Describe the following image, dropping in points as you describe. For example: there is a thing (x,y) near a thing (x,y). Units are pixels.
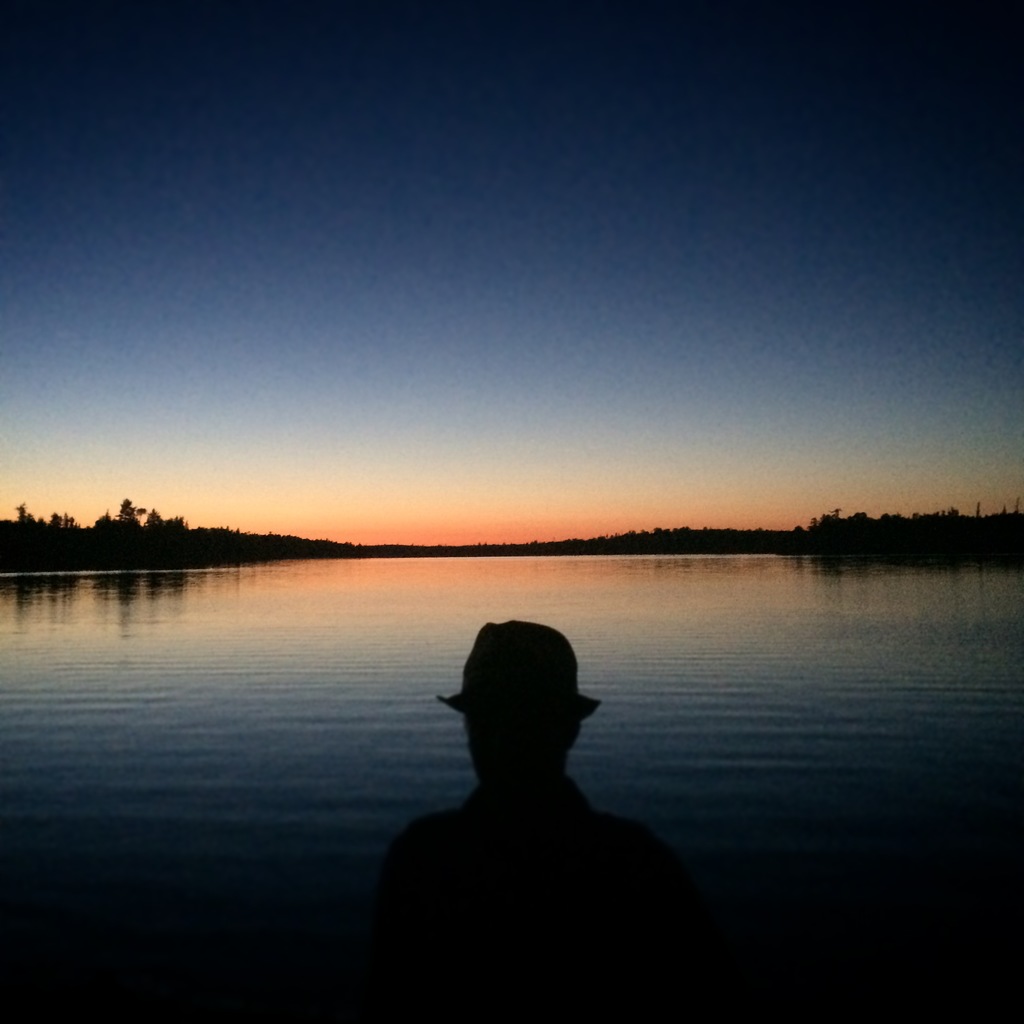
At the bottom of this image (499,972) we can see a person (577,881). Here we can see water (804,612) and trees (41,566). In the background (329,357) there is sky (766,235).
